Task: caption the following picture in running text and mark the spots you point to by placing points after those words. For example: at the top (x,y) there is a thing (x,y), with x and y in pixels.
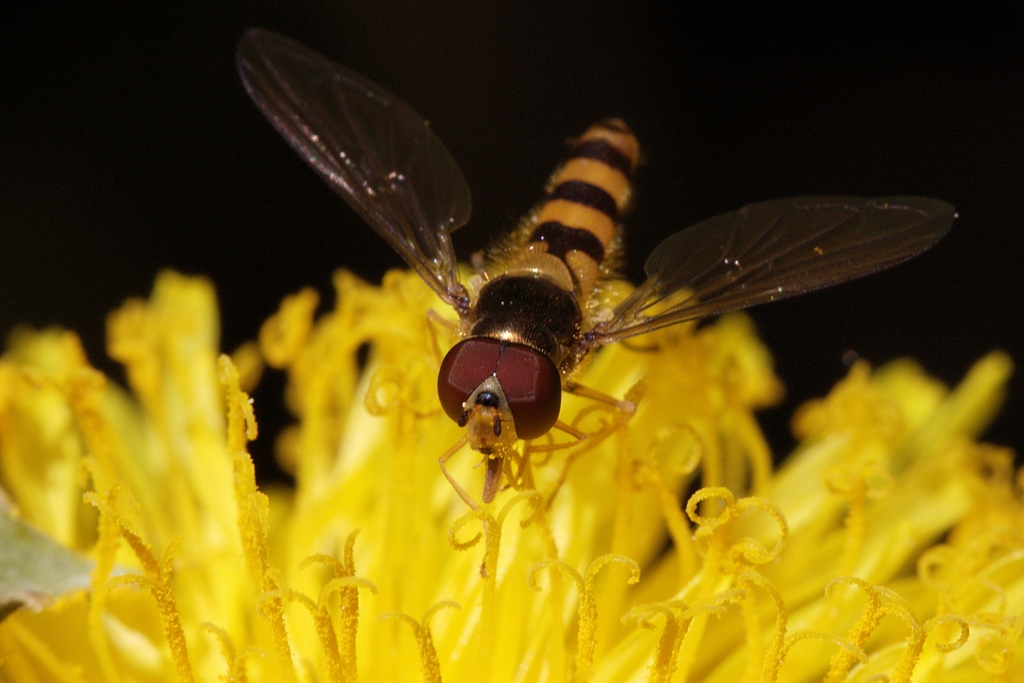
In this image I can see yellow colour things (421,502) and here I can see an orange coloured insect (451,173). I can also see black stripe (547,236) over here. In the background (759,128) I can see black colour.
